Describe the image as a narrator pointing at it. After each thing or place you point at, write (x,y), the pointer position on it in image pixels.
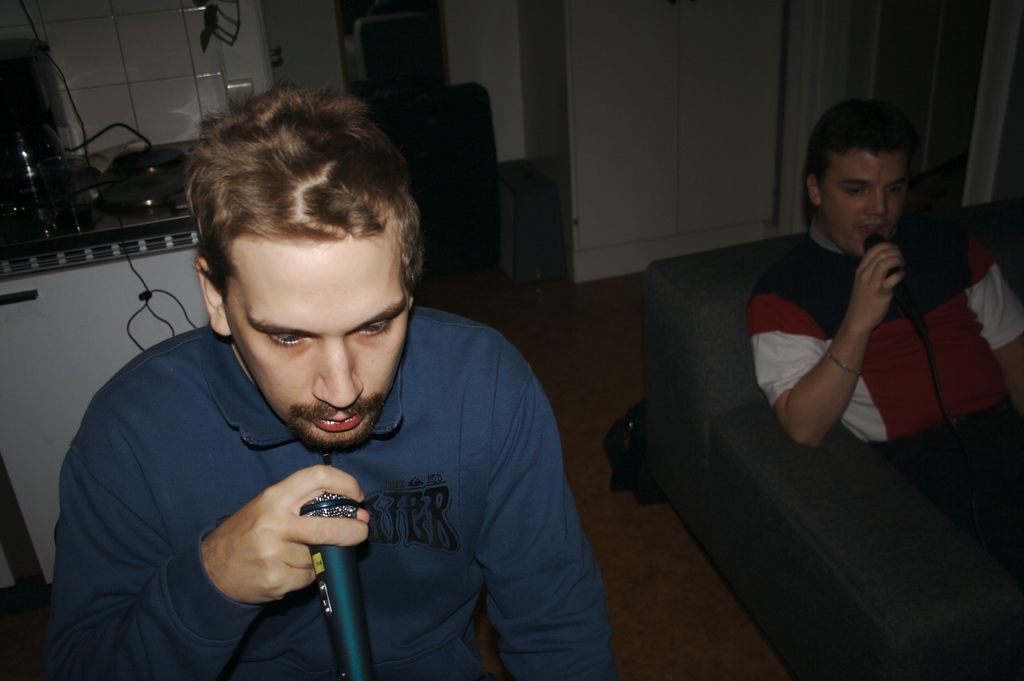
In a room (345,52) there are two men (903,425) sitting and holding microphone (344,492). Behind them there is a wardrobe (635,81) and stand (0,384) with stuff (21,125) on it.
